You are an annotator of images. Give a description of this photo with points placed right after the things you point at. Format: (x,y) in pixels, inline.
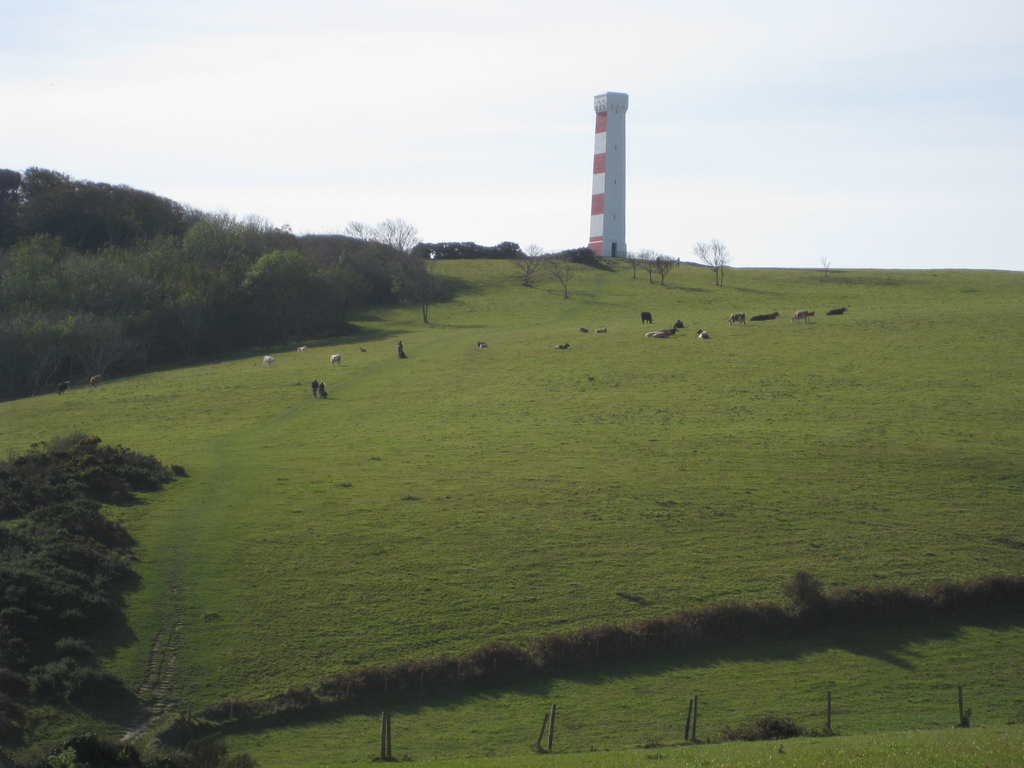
In this picture there is a green field (274,552). In the middle of the image (668,331) we can see some cows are sitting and eating the grass (613,360). Behind there is a white and red color lighthouse tower (606,203) and some trees (110,192) on the left side (99,271).
